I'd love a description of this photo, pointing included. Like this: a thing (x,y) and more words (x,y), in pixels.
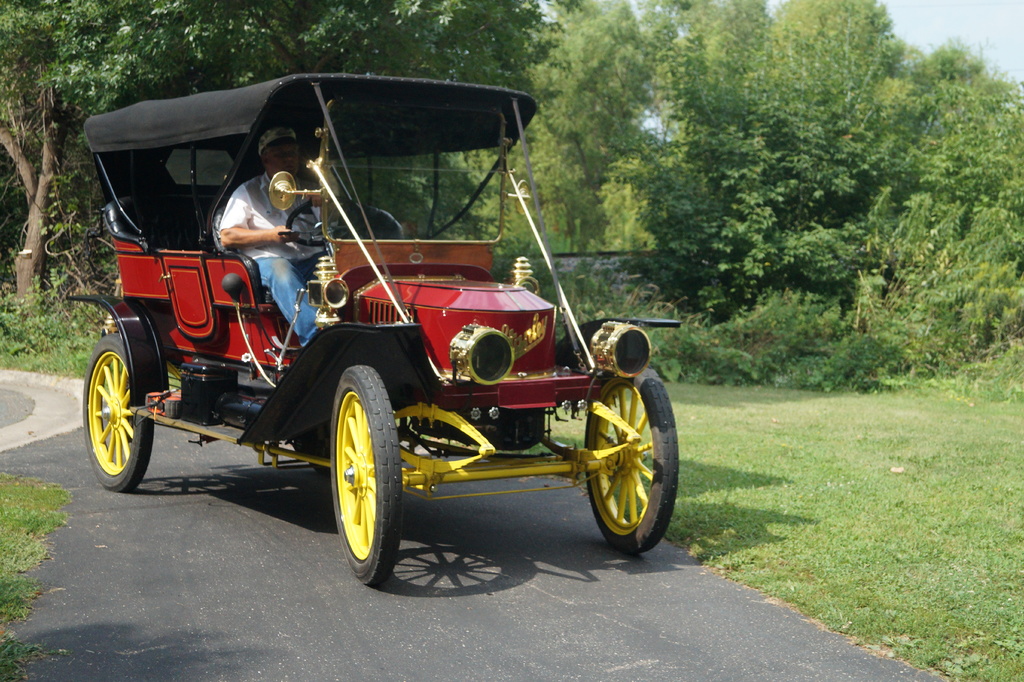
In this image we can see a man (278,245) sitting in the cart (320,288), trees (33,18), ground (941,484), bushes (837,342) and sky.
